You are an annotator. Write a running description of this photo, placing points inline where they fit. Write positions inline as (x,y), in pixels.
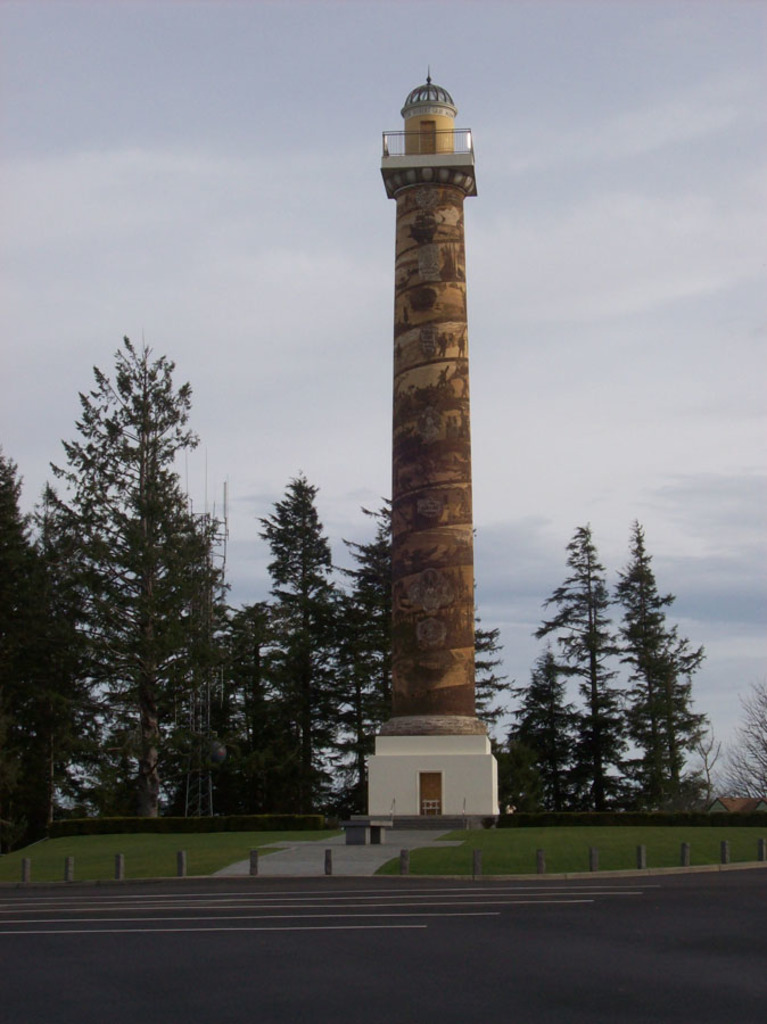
This picture shows a tower (389,811) and we see trees (331,793) and grass (219,852) on the ground (560,848) and we see a road (688,878) and a cloudy sky (553,401).
